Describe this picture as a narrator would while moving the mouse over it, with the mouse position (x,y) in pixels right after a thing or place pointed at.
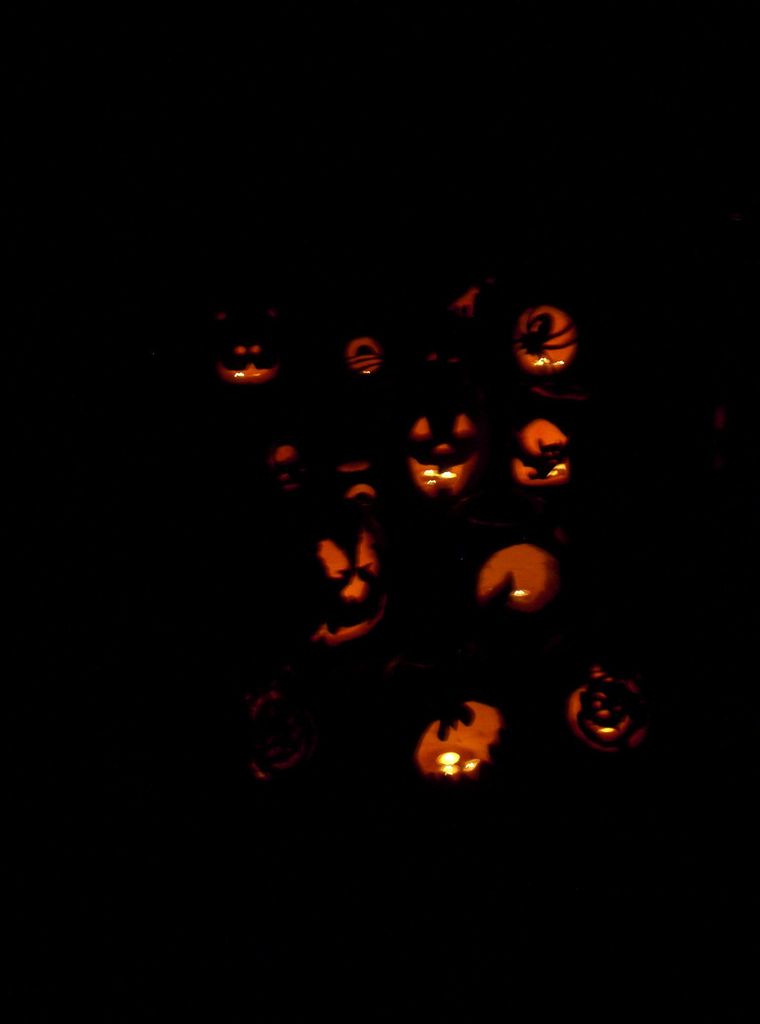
In this image we can see halloween pumpkins (490,737).
